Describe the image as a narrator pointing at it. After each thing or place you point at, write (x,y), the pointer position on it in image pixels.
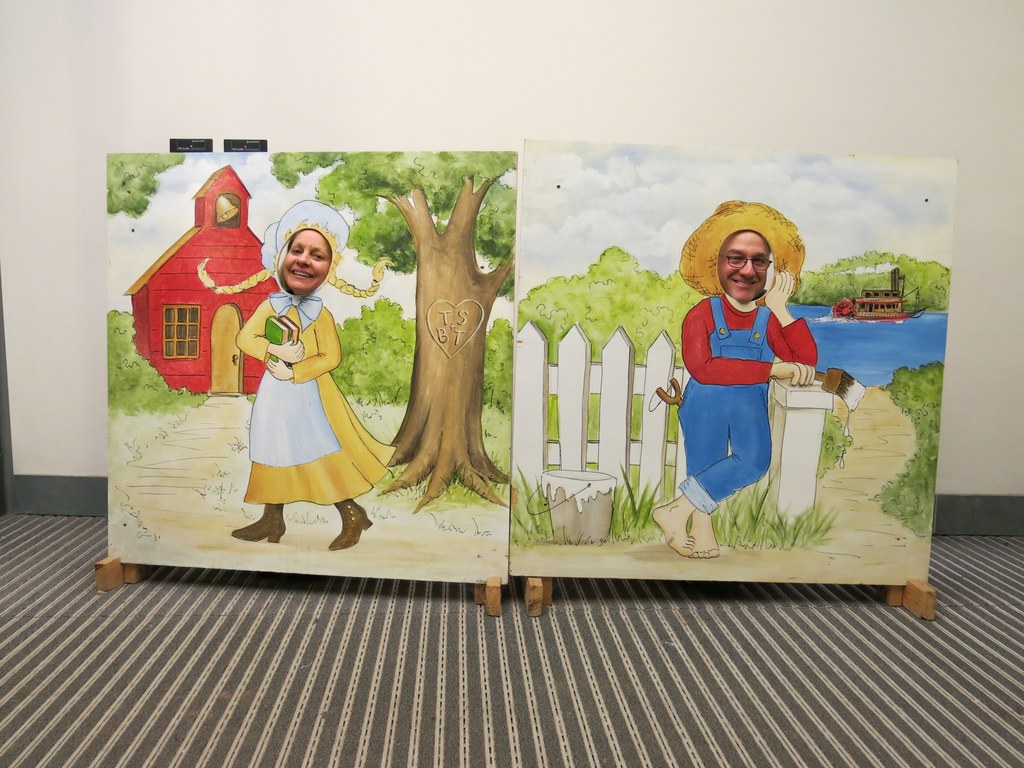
This image consists of two boards (397,431). In which we can see the paintings (489,445) and persons faces (309,270) in the middle of the boards (327,294). At the bottom (310,679), there is floor mat (195,679). In the background (97,36), there is a wall (321,139). The boards (186,165) are placed on the wooden sticks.
